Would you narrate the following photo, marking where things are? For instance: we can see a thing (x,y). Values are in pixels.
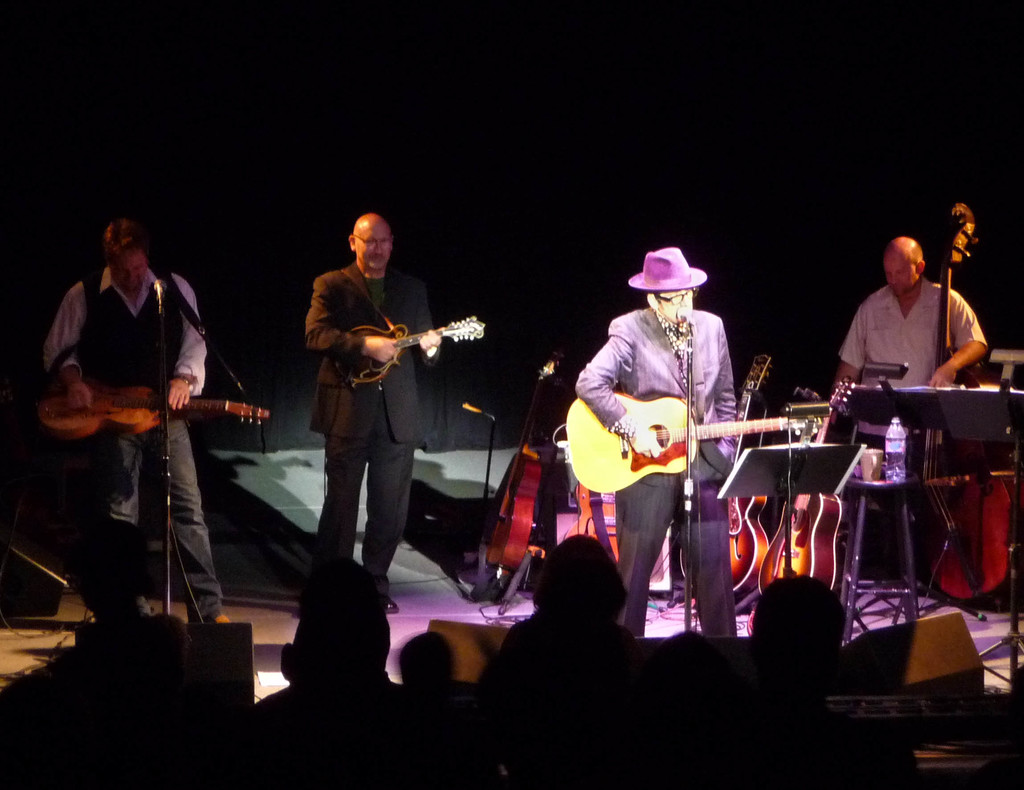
In this image i can see four man (848,353) standing and playing musical instrument (615,443) at the background (627,267) i can see a curtain (486,186).
